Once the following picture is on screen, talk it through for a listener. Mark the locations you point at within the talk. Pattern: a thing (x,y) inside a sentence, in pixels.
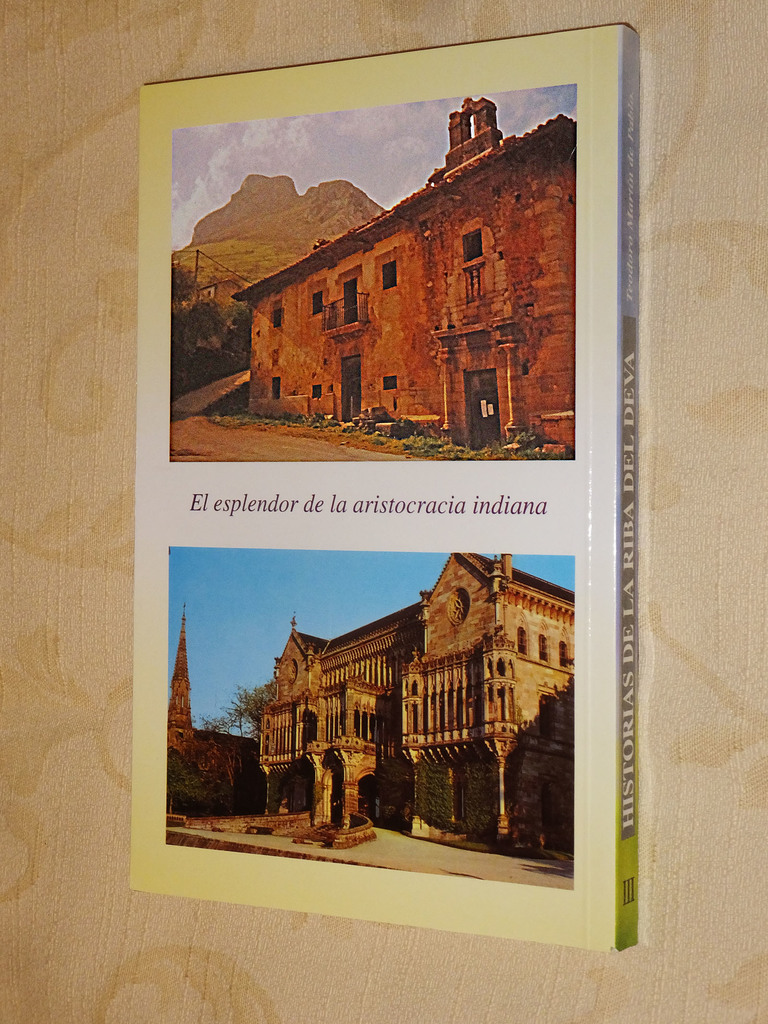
As we can see in the image there is a surface (722,371) and book (391,617). On book (398,777) there are buildings (360,378) and hills (252,244).
